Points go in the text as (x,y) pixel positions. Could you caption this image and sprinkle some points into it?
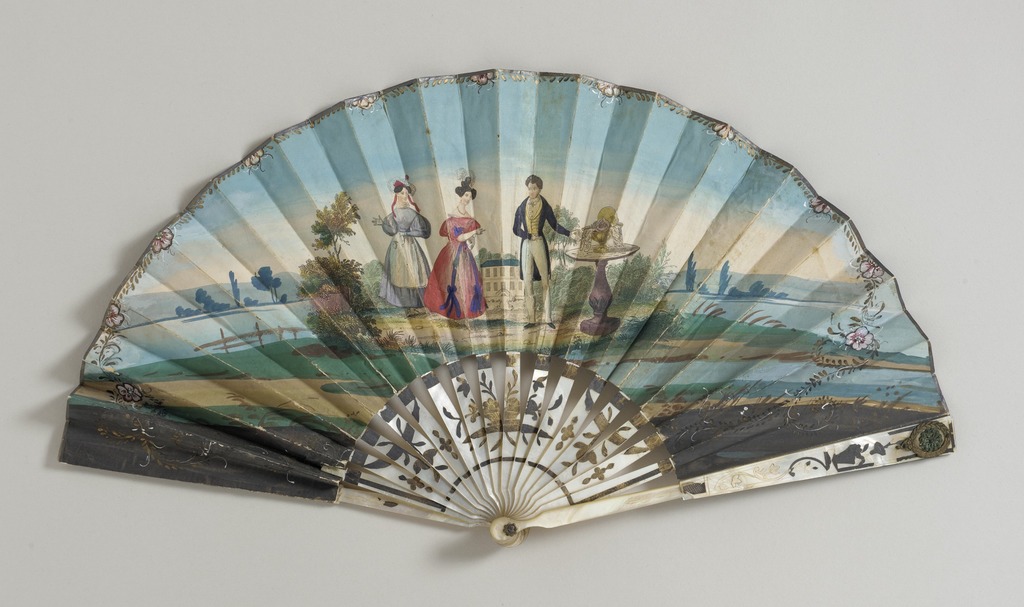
In the center of the image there is a wall (26,81). On the wall (7,318), we can see one folding fan (590,208). On the folding fan (732,358), we can see some painting (634,378), in which we can see a few people (478,297) are standing and we can see water (773,308), trees (761,292), grass (791,335), hills (781,292), one table (606,306) and a few other objects (249,333). And we can see some design (570,383) on the folding fan (347,348).
